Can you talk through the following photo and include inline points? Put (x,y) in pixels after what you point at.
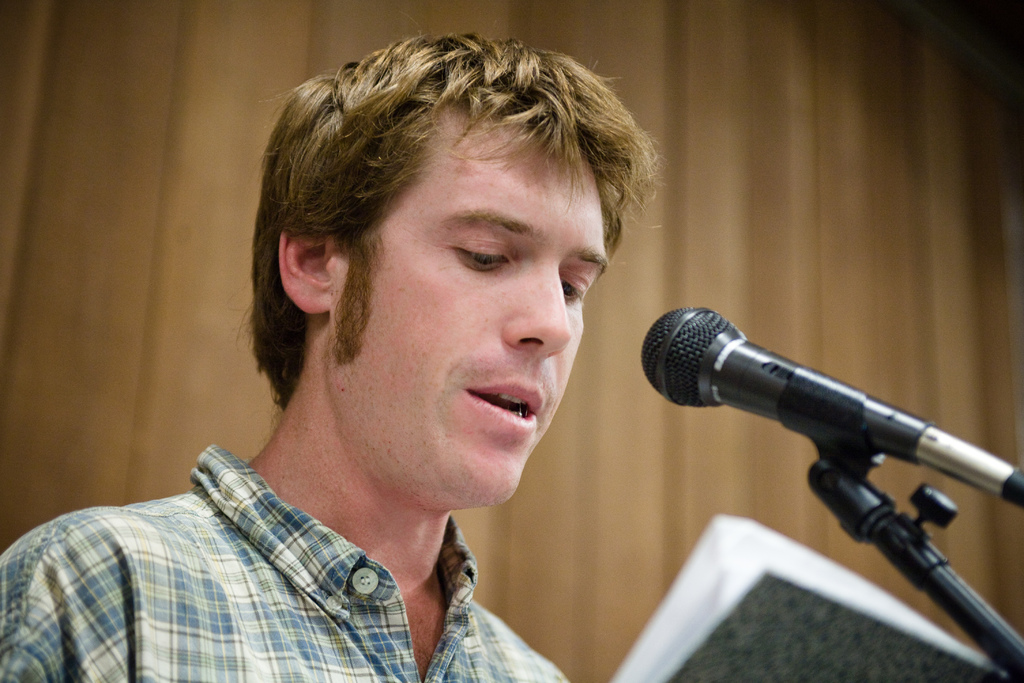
In this picture I can observe a man (408,477) in the middle of the picture (437,301). In front of him there is a mic (761,409). The background (117,207) is blurred.
